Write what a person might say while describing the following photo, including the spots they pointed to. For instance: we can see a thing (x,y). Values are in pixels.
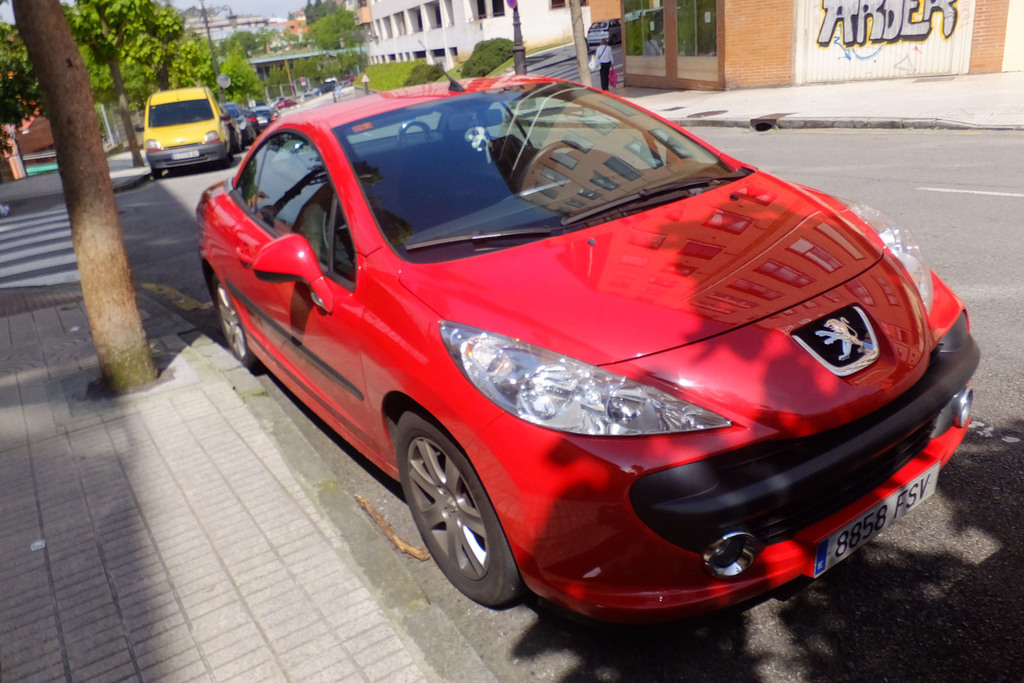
In this picture, I can see few vehicles (173,139) parked and i can see tree trunk (122,239), few trees (119,70) towards left (115,40), I can see a person (602,81) carrying and holding a carry bags (592,70), a building (544,16), road (925,162).
